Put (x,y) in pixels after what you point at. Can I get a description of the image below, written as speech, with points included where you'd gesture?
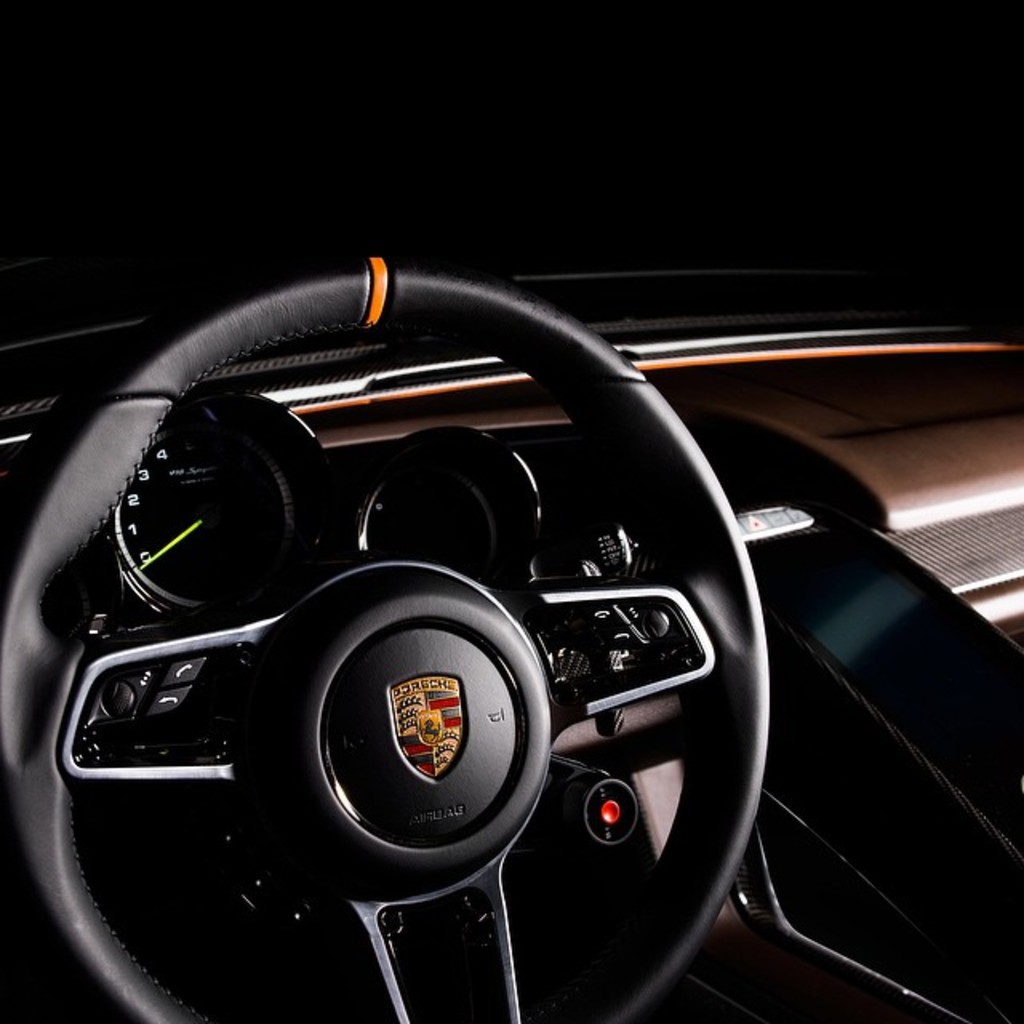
This picture is taken inside a vehicle (628,815). Left side (334,848) there is a steering (327,771). Behind there is a meter indicator (245,560).
